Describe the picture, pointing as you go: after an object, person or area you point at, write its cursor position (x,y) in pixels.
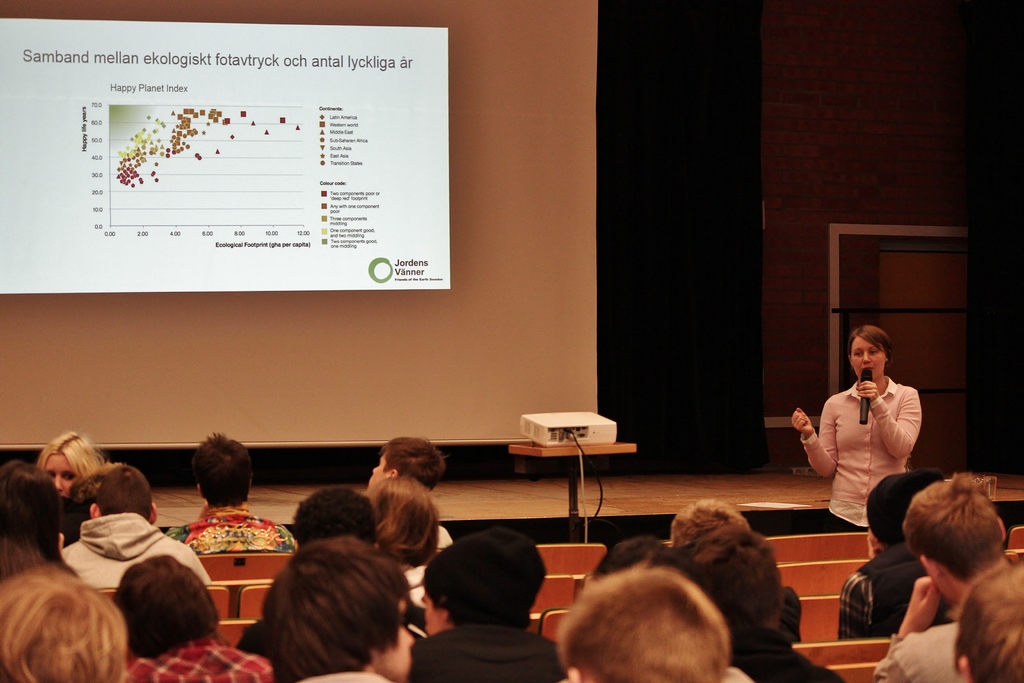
This image consists of the screen (342,214) on the left (124,291). There are chairs (825,549) at the bottom (825,549). There are so many persons (536,657) sitting on chairs (809,561). There is a person (916,430) on the right side (851,431), holding a mic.
